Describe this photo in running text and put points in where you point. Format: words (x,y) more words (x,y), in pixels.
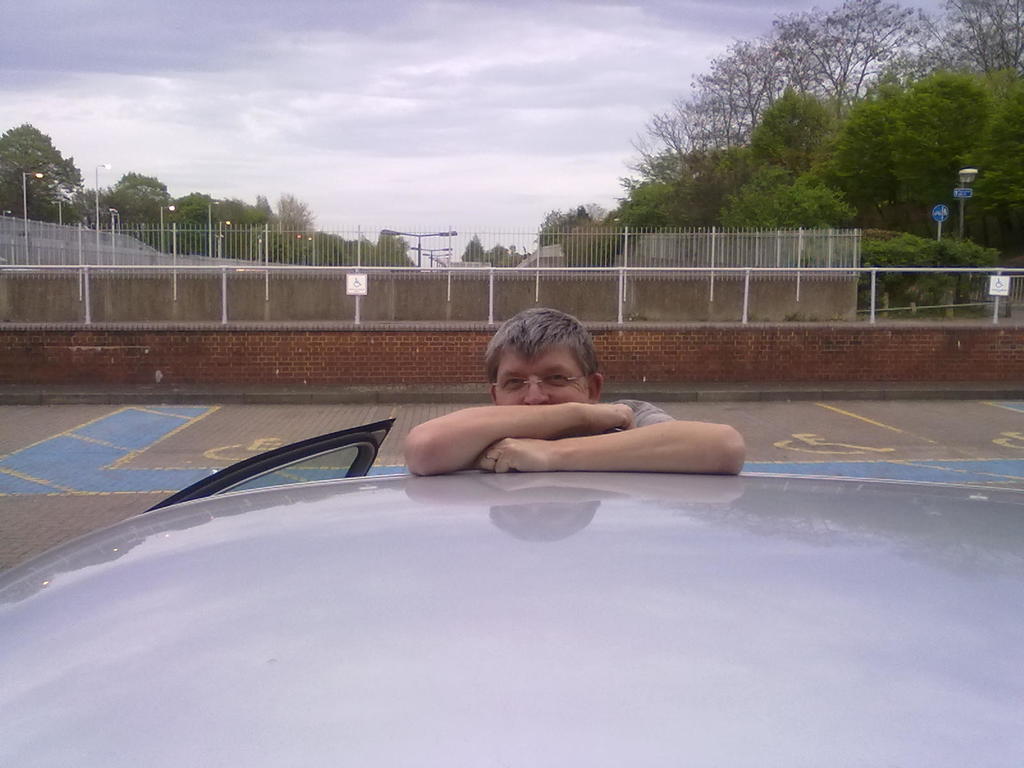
In this image we can see a vehicle (483,489). Near to the vehicle (606,595) there is a person (545,426). In the back (309,334) there is a wall (424,350) with railing (450,275). In the background (962,137) there are trees (824,153). Also there are light poles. In the back (483,80) there is sky (482,102) with clouds (559,121).
